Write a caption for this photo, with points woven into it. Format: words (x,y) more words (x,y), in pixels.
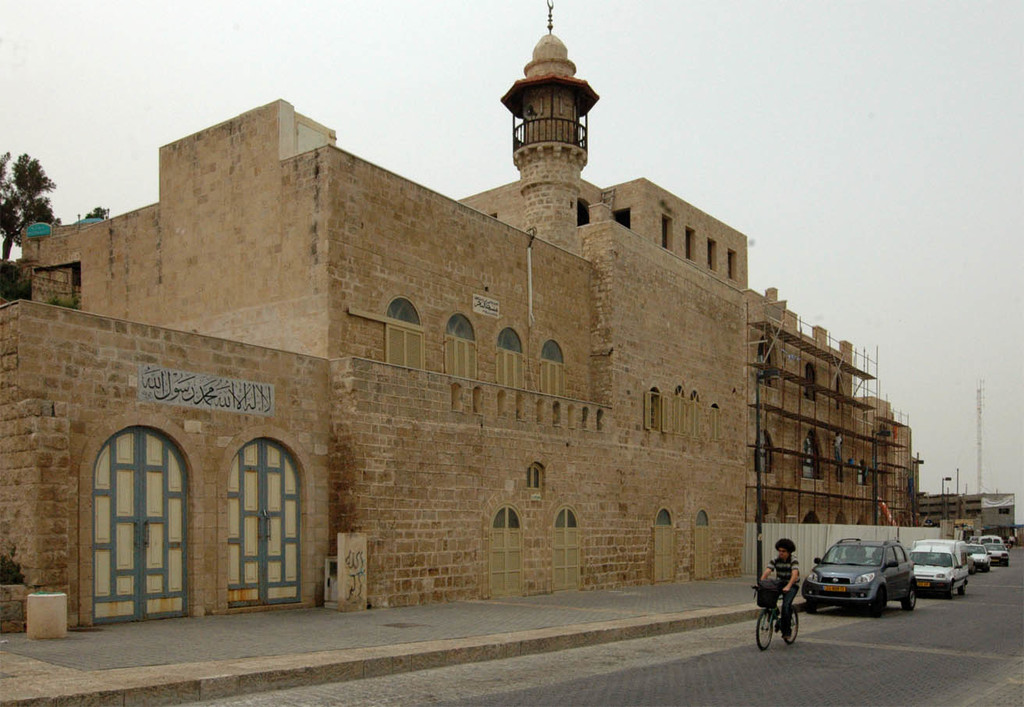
There are cars (822,605) on the road (792,672) and there is a person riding a bicycle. Here we can see buildings (512,347), boards (477,309), doors (140,479), poles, and trees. In the background (931,490) we can see sky (848,237).
